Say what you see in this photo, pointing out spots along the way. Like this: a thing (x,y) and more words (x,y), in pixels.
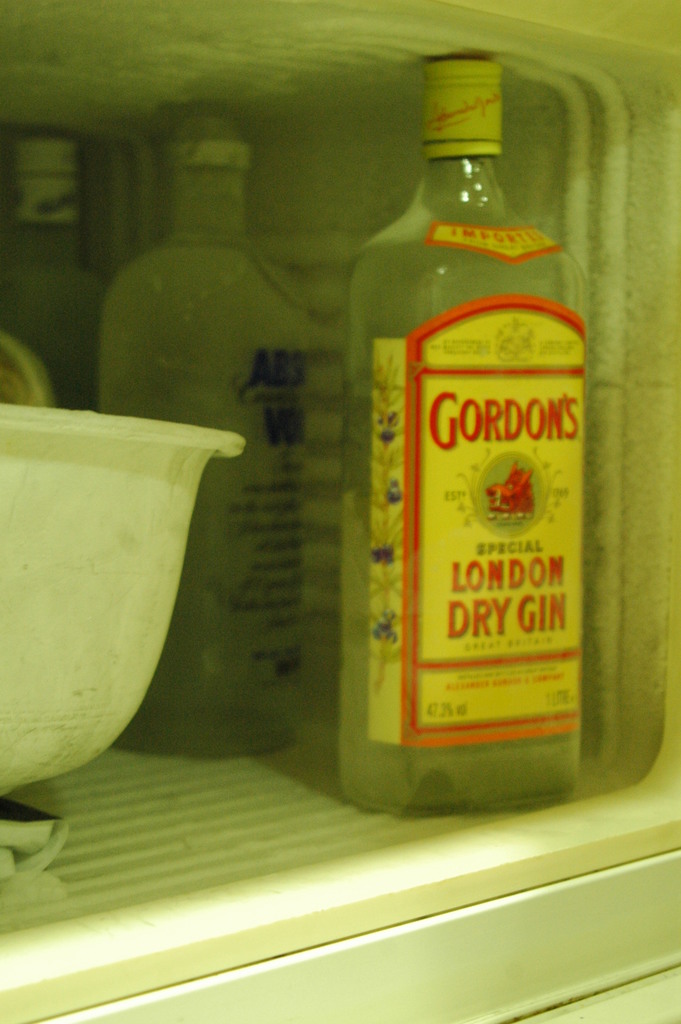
In this picture there is a gin bottle (399,544) kept in a refrigerator (354,185).
